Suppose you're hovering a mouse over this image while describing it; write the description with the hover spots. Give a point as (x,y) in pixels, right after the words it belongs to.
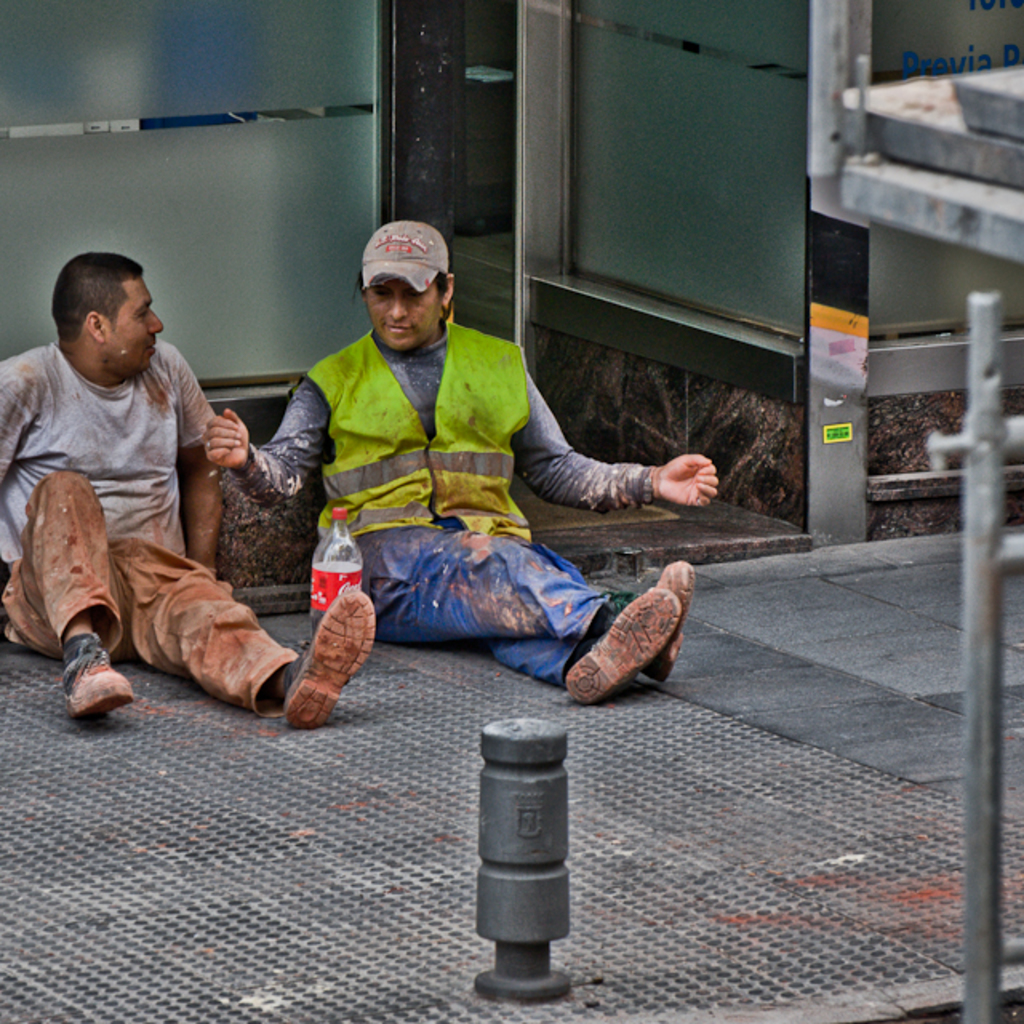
In the picture we can see two people (600,479) are sitting on the path (15,649) and middle of them, we can see a bottle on the path (719,808) with a red color sticker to it and one man (605,681) is wearing a cap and a jacket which is green in color and behind them we can see a glass wall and near to them we can see a railing pole (992,955).
